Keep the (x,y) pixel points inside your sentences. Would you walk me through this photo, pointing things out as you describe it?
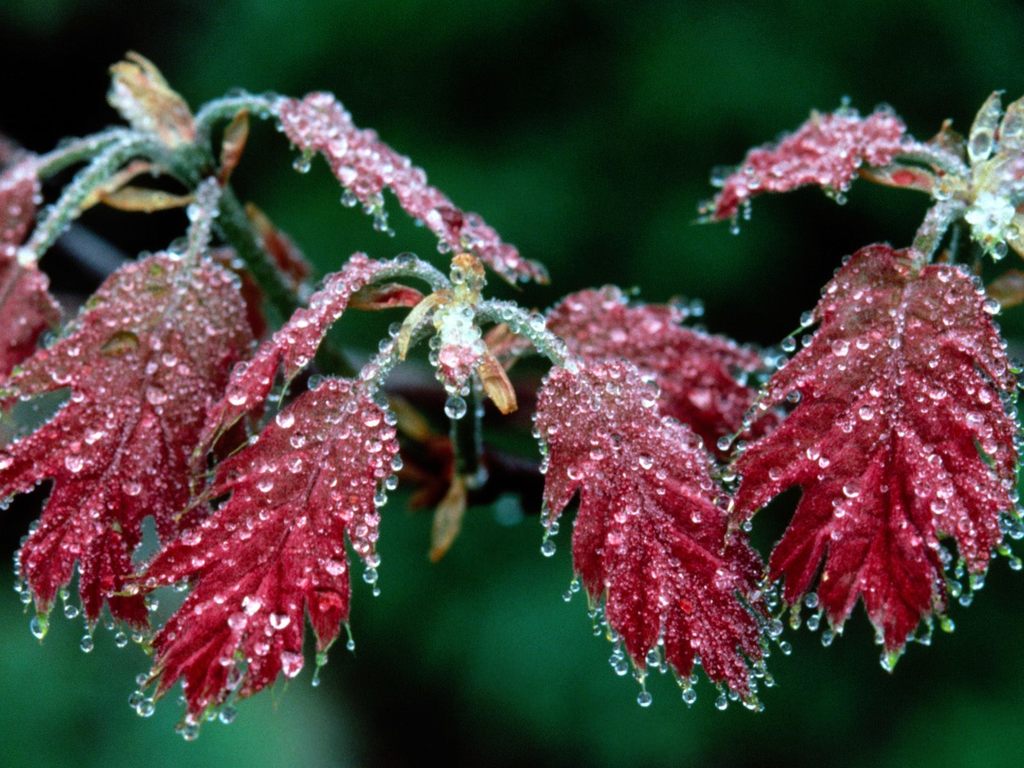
In this image we can see the stem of a plant (590,475) with some droplets of water (698,519) on its leaves (569,449).
